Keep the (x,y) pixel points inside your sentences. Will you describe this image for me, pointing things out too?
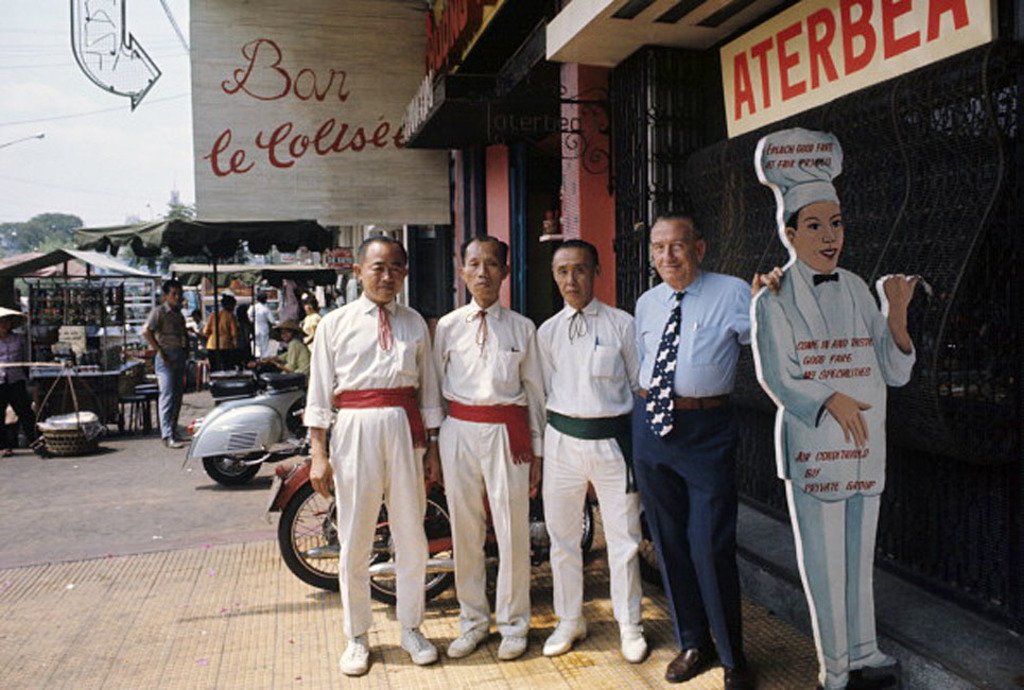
On the right side (850,467) there is a doll (866,432) in the shape of a cook (847,371), beside it a man (692,402) is standing, he wore shirt (700,377), tie (669,408), trouser (680,426), shoes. Beside him 3 men (446,321) are standing, they wore white color dresses (408,518), behind them there are vehicle (329,513) that are parked, on the left side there is an umbrella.
